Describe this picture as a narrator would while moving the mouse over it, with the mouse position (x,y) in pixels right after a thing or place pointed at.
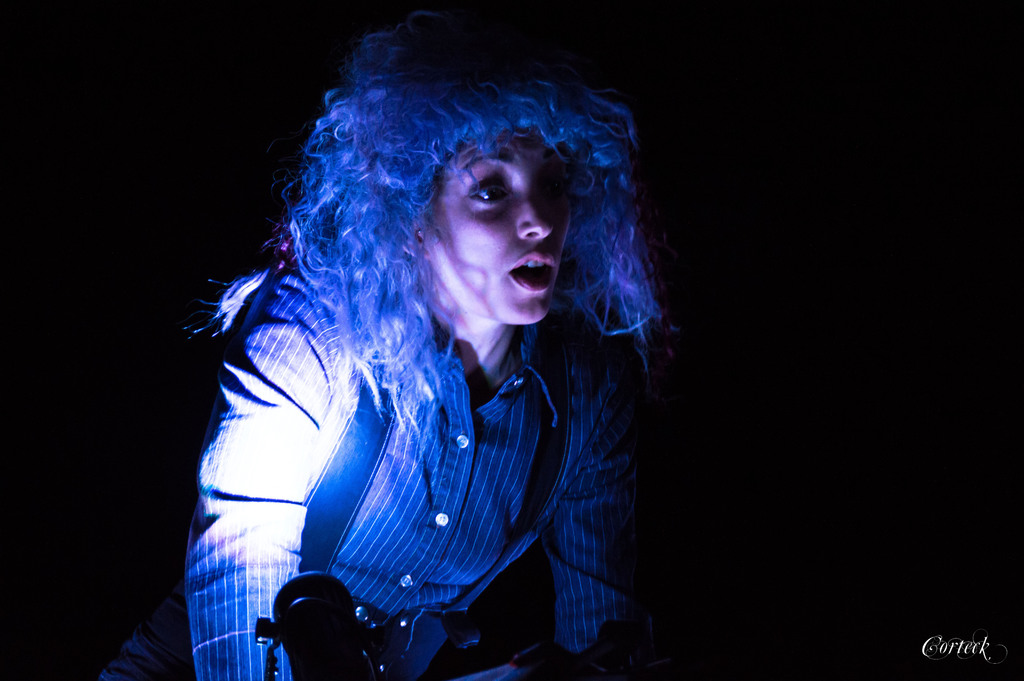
In this image I can see a woman (328,508) facing towards the right side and speaking. The background (843,591) is in black color. In the bottom right (952,652) there is some text (941,650).
